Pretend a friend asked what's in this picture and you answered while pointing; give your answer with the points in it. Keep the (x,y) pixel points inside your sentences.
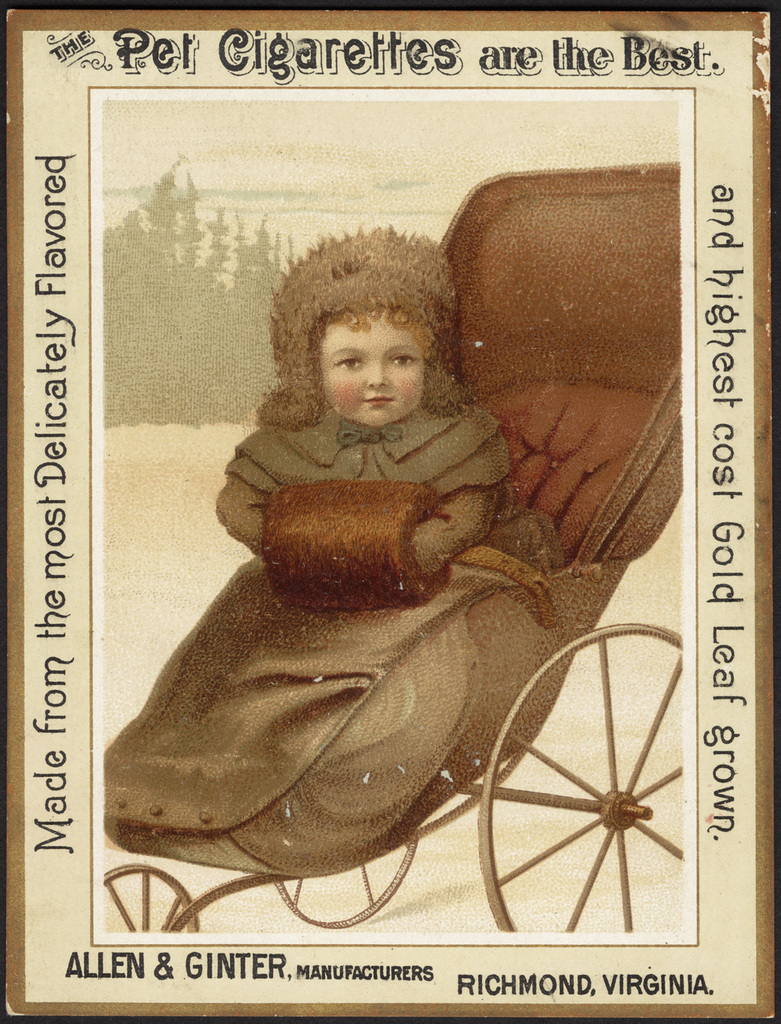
In the image we can see a frame (165,990). In the frame (10,55) a girl (296,441) is sitting on a cart (494,555).
